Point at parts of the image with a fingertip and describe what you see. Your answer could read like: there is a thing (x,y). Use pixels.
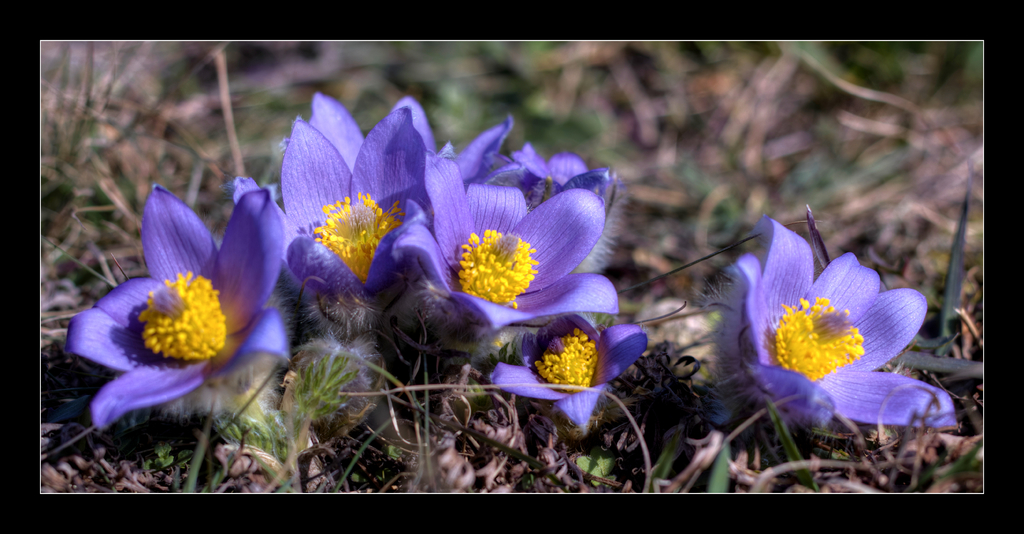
In this image we can see flowers (215,341) and grass (377,109) on the ground (377,387).
